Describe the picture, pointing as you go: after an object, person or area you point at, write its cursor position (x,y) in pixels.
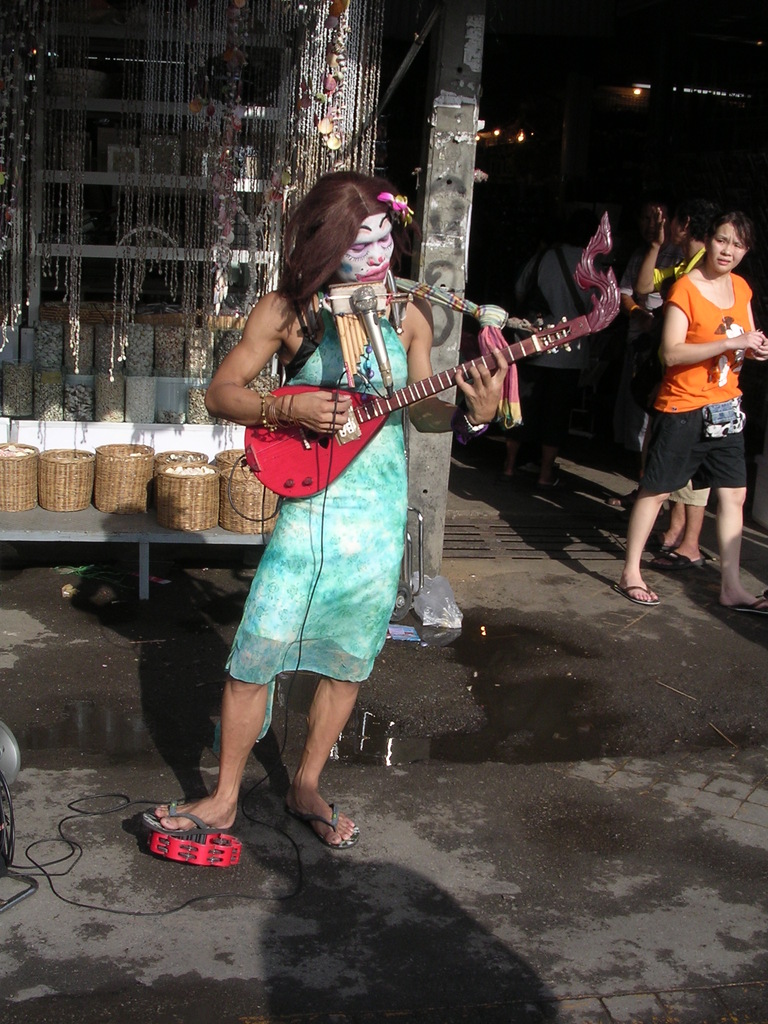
In this picture we can see a lady (306,520) in blue dress (295,523) holding a guitar (539,346) and playing it and behind her there is a desk (35,527) on which some things (155,478) are placed and some people (660,301).
